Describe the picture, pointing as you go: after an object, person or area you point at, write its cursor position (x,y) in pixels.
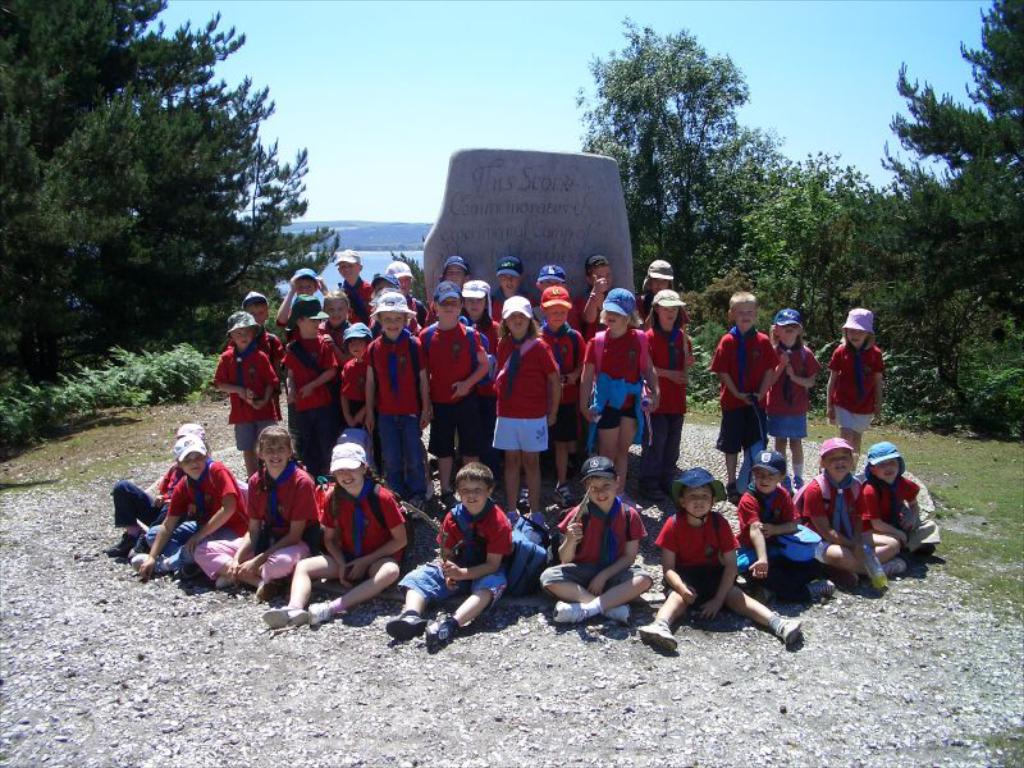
In this image I can see number of children (488,362) wearing red colored t shirts (516,392) and caps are standing and few of them (605,521) are sitting on the ground (550,494). In the background (45,122) I can see few trees (821,222) which are green in color, a huge grey colored stone (582,224), the water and the sky (485,68).
